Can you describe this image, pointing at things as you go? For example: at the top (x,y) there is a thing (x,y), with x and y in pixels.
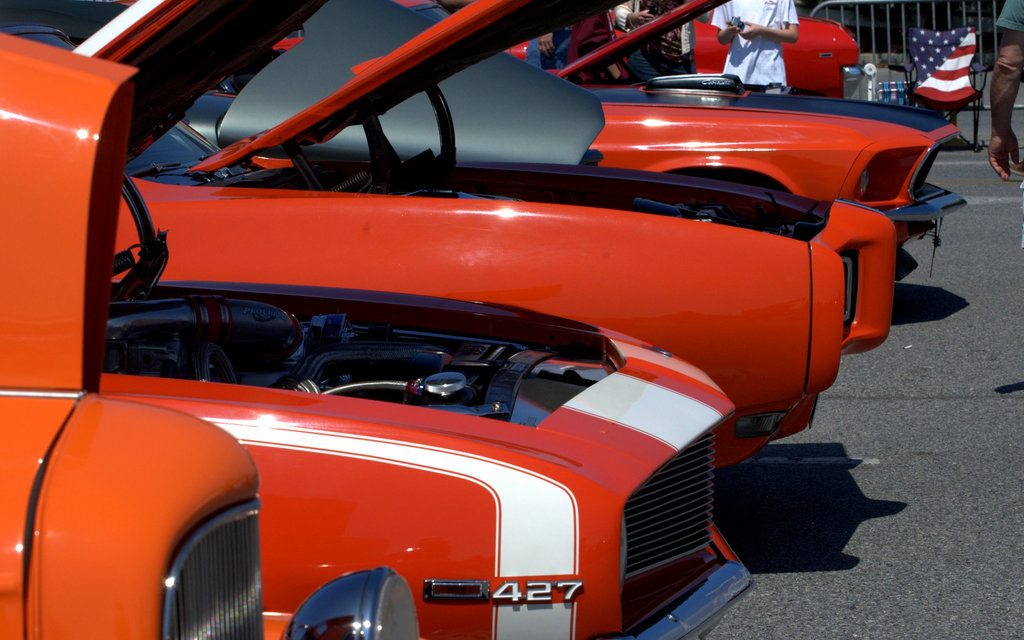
In this image, we can see vehicles (638,518) on the road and in the background (767,56), there are people (777,33) and one of them is holding an object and we can see a chair (922,41), a railing (898,2) and some other objects (872,74).
